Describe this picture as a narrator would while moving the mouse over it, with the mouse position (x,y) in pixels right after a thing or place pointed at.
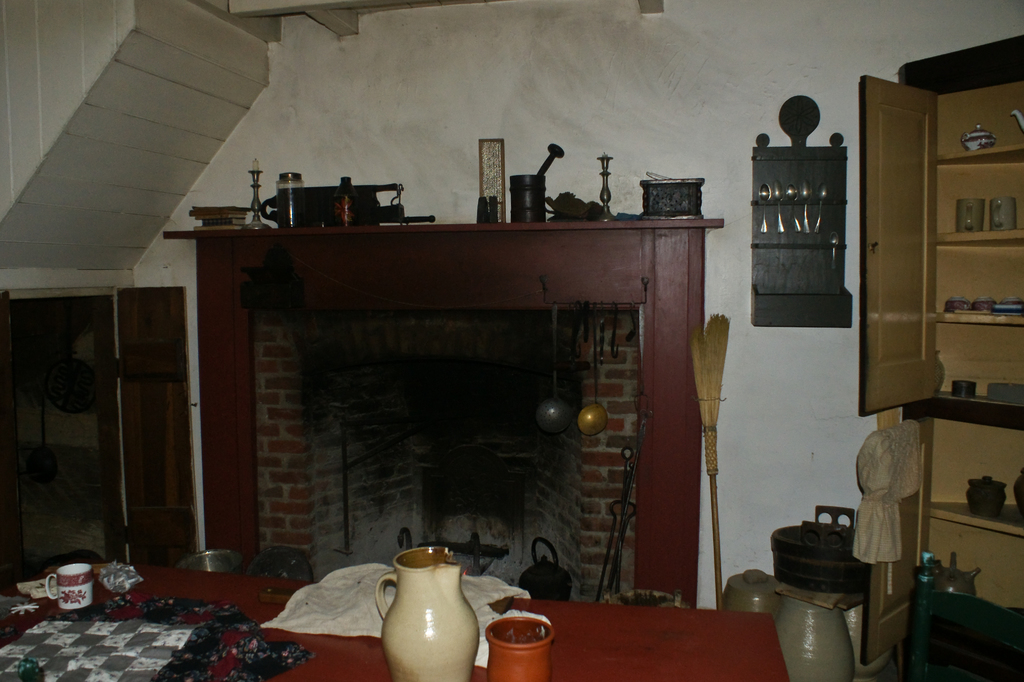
In this picture we can see a jar (419,634), cup (58,582) on the table (318,636). This is the cloth (322,606). And there is a cupboard (939,271). On the background (608,71) we can see the wall (603,78). And these are the spoons (778,198).
